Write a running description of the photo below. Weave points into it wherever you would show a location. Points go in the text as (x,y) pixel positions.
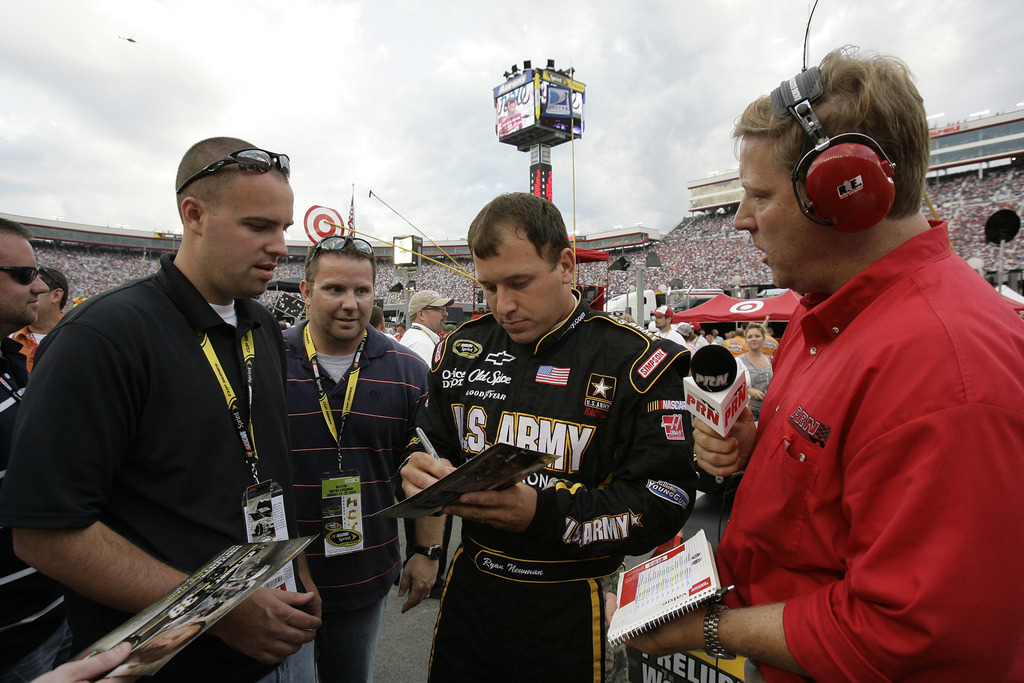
In this image, I can see a group of people (857,281) standing. On the right side of the image (907,446), there is a person (843,460) with headset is holding a mike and a book (667,592). In the background (513,122), I can see the hoardings (530,107) and lights (562,71) to a pole (549,186), tent (583,255), stadium (722,267), few objects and there is the sky (353,60).
